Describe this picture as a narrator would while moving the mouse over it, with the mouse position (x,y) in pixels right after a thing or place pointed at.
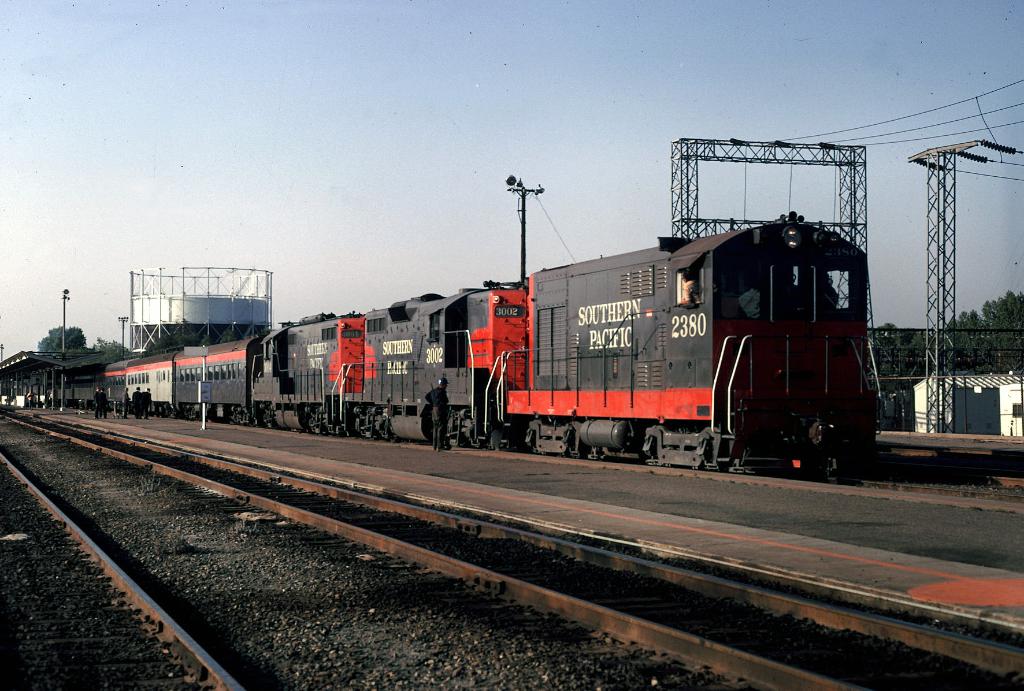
In this image there are tracks (540,541), and a platform (525,494) on that platform (342,447), there are people (105,402) standing and there is a train (733,399) on a track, in the background (944,195) there are iron pole (950,206), wires (919,140), tank (211,313) and shelter (43,365), trees (54,343) and the sky (503,83).
